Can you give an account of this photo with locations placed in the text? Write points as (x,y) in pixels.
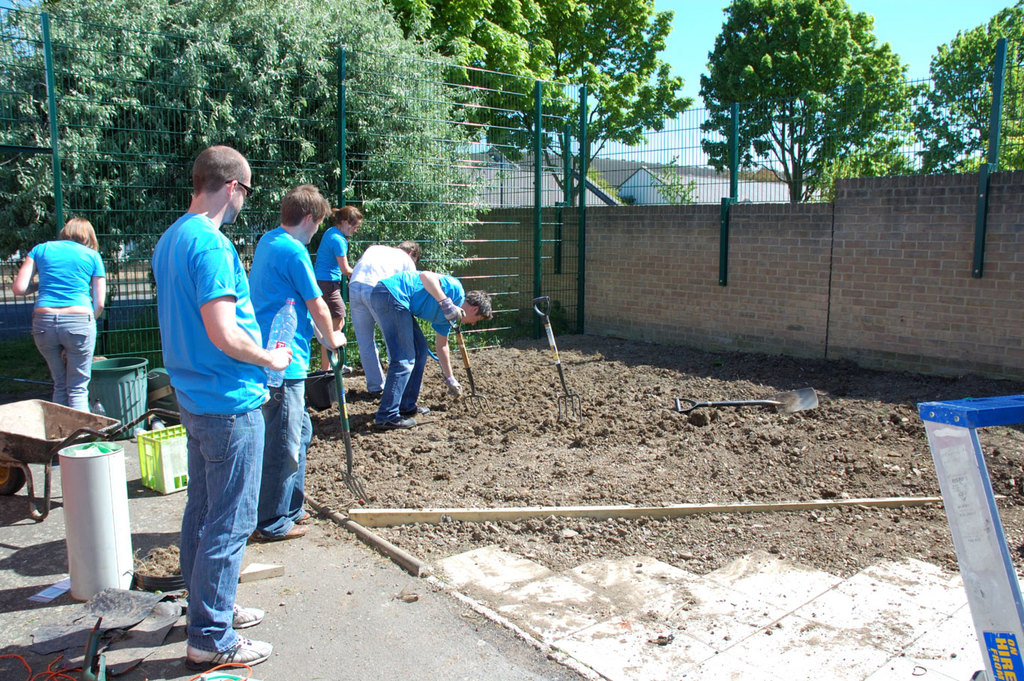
In this image I can see few persons (183,218) standing on the ground (292,586). I can see few trees (384,16). On the right side (839,216) there is a wall (690,237).
